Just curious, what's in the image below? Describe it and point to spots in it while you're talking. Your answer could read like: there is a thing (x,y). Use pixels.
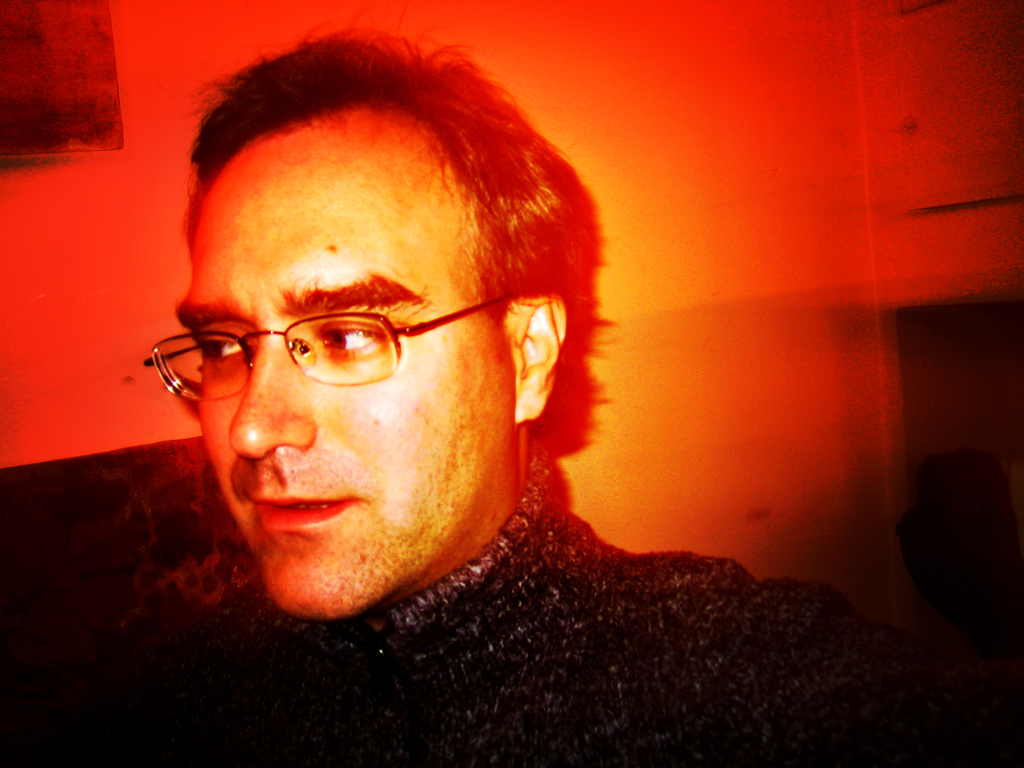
In this image we can see a man (403,547).
